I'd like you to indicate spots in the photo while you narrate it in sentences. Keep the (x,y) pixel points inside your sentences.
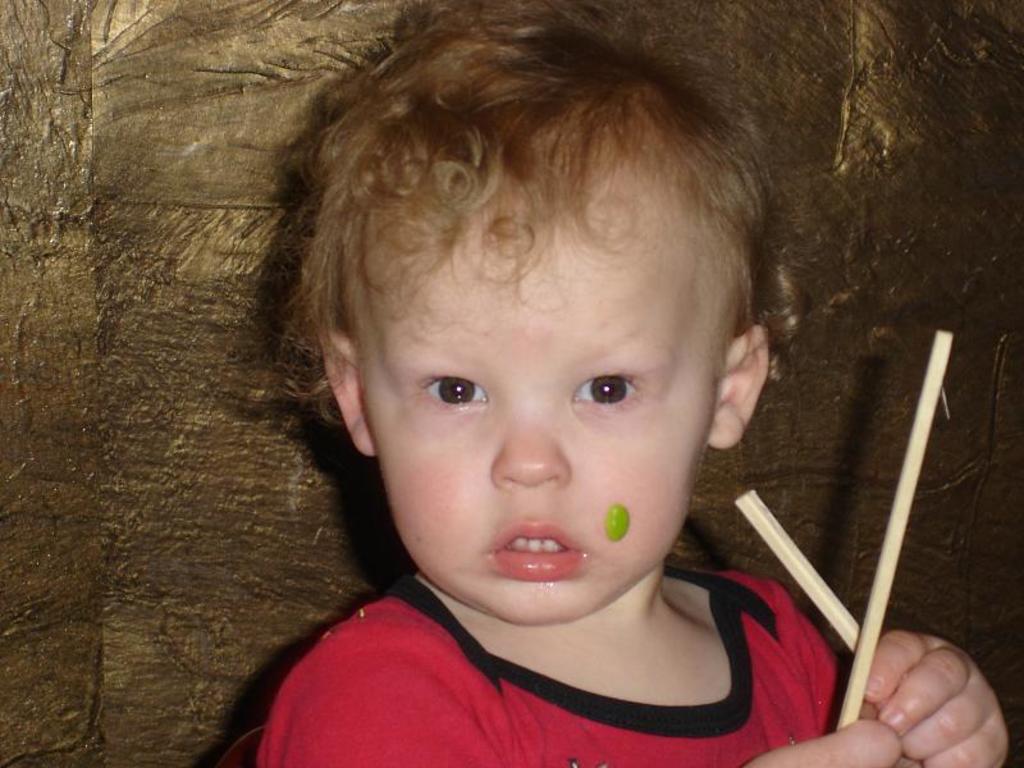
This kid (652,453) is highlighted in this picture. This kid (487,570) is holding sticks (848,688) and staring.
